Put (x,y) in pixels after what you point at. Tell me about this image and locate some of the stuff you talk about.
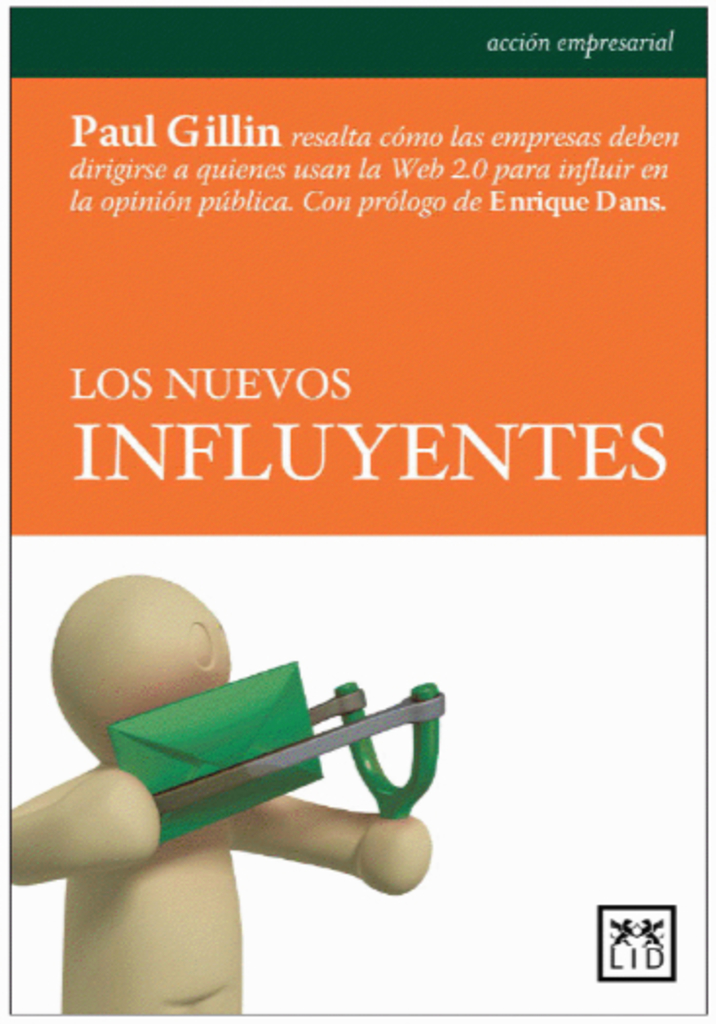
In the picture we can see a poster (370,711) with some information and under it we can see the image of a doll (196,611) holding something (386,799) in the hand (125,788).
